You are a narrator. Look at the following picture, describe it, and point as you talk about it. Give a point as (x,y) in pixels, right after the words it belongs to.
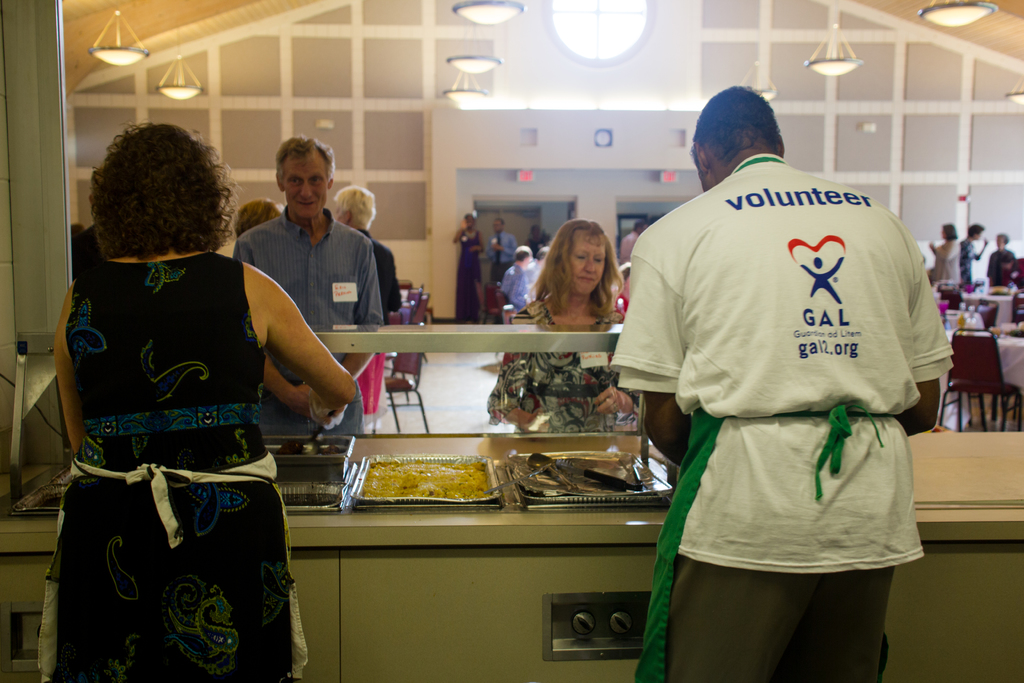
In this image we can see people (876,372), tables (953,457), bowls (314,481) with food (473,472), chairs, floor (449,358), and lights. In the background (497,119) we can see wall (638,144) and boards (384,149).
